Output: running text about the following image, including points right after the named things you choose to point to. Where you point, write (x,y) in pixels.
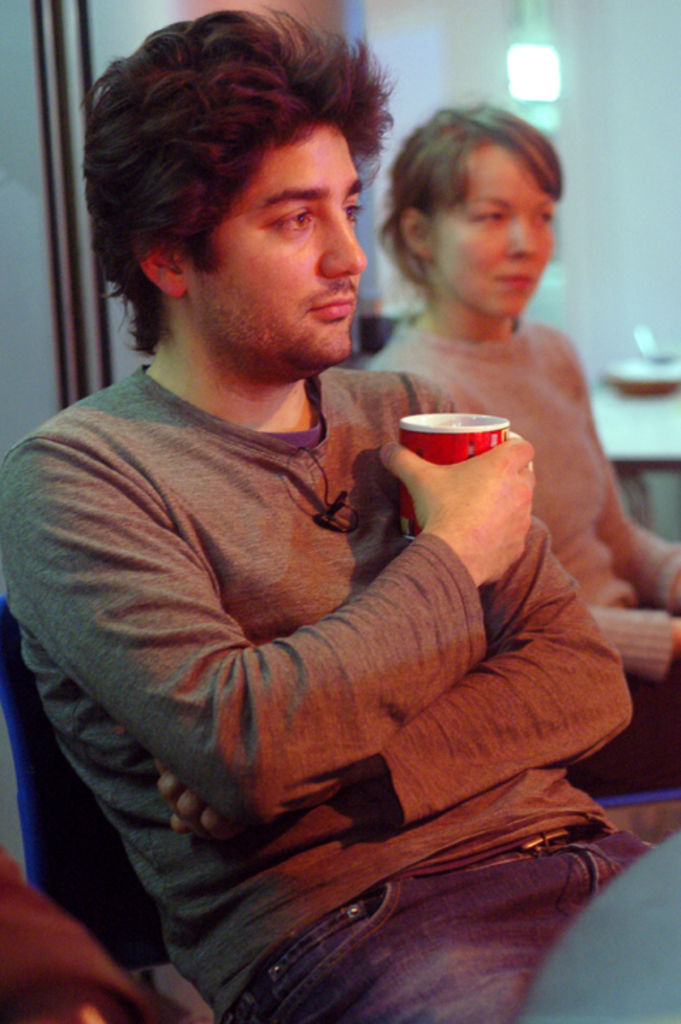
In this image there are two persons (369,551) sitting as we can see in middle of this image (277,601). a person (245,624) at left side (208,643) is holding a cup (419,426) and there is a wall (560,142) in the background (425,103).
